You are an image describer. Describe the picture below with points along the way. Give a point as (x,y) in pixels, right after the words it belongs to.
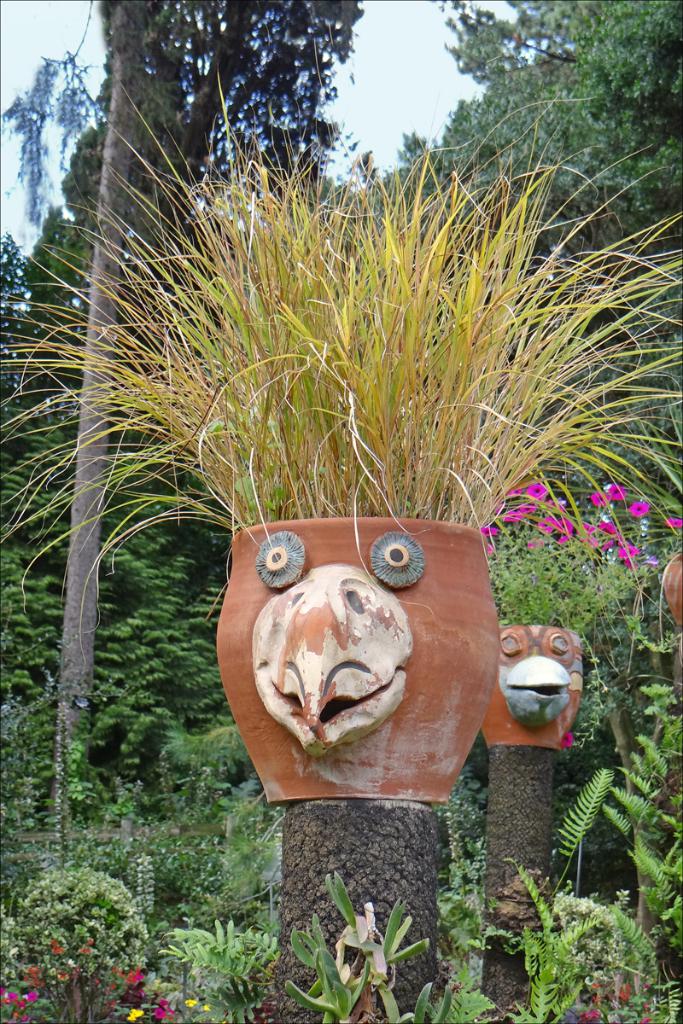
In the foreground (279,725) we can see the green grass (285,460) clay pot (407,659). In the background (511,737), we can see another clay pot (506,721). Here we can see the flowers (564,520) on the right side (587,527). Here we can see the trunk (87,476) of a tree (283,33) on the left side (84,414). In the background (80,444), we can see the trees (66,436).
